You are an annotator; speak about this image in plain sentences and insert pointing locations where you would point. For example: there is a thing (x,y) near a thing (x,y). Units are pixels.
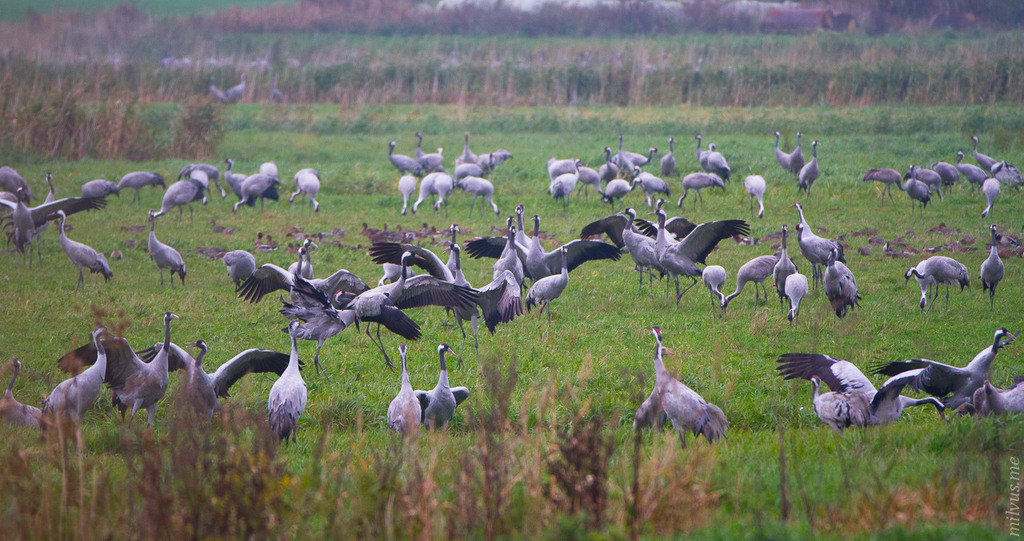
In this image in the center (484,265) there are birds (373,302), and there's grass (655,324) on the ground (651,311). In the background (326,77) there are plants (375,69).
